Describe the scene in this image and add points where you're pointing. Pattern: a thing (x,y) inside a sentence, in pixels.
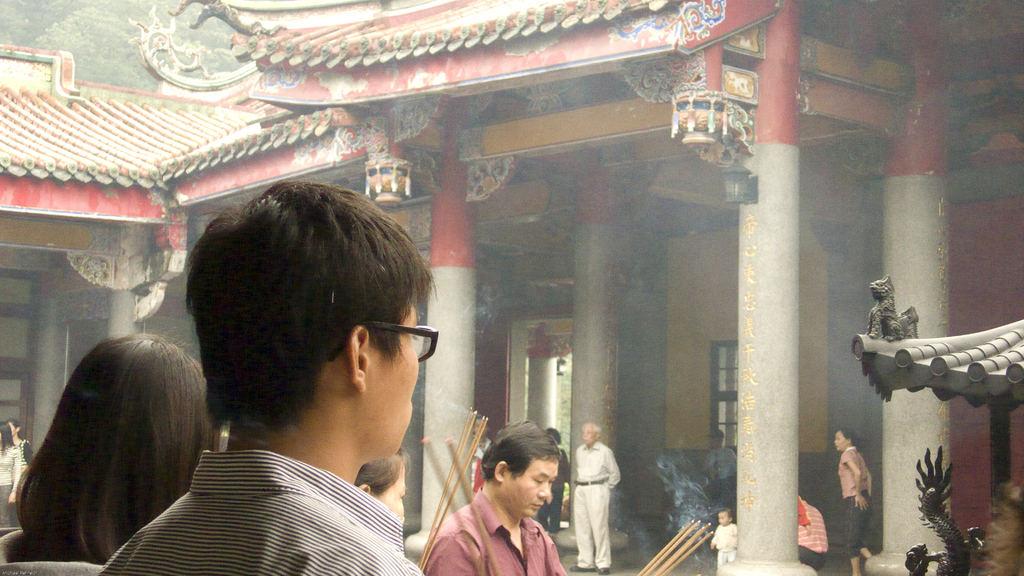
In this image, It looks like a temple (524,70) with the pillars (579,335). I can see few people (355,521) standing. On the right side of the image (929,489), these look like the sculptures (933,506). I can see few people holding the incense sticks (679,552).
